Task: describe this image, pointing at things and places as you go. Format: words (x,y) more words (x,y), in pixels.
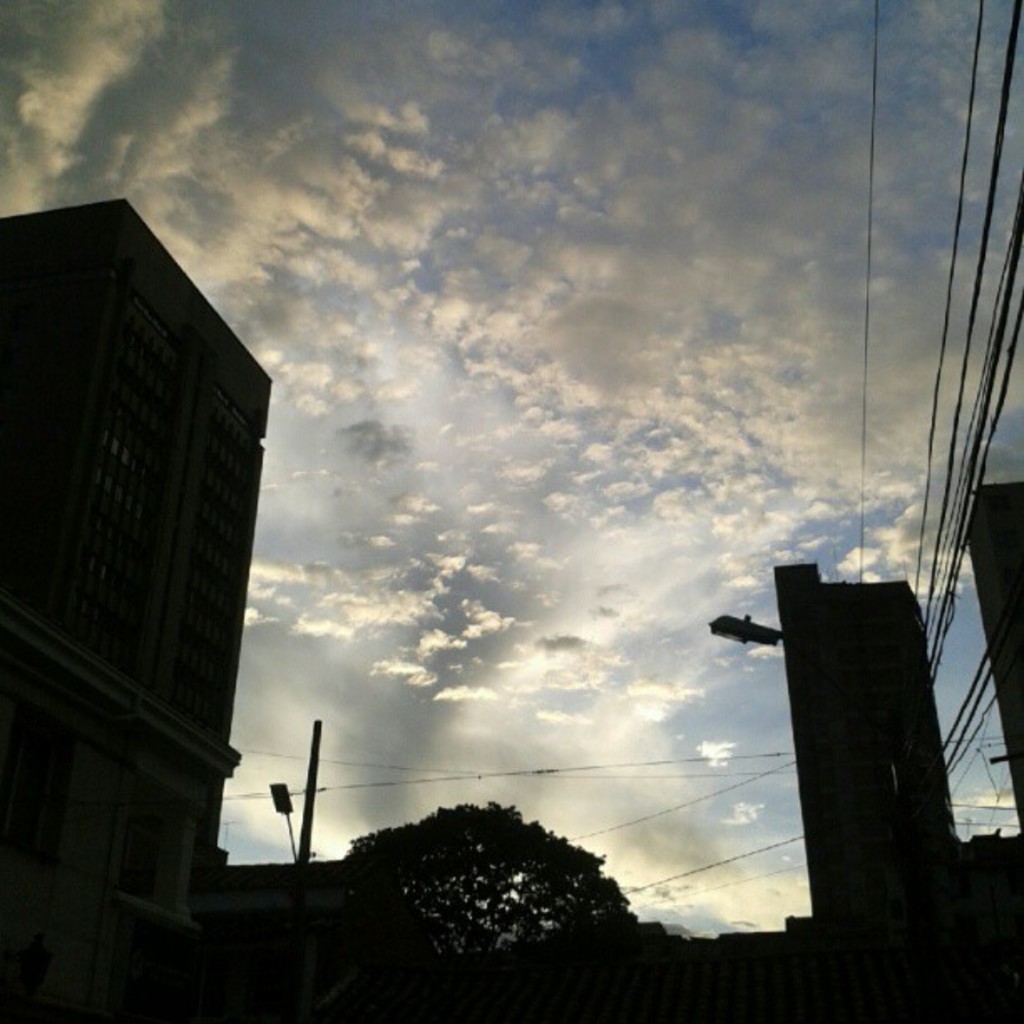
In this picture there are buildings (829,850), trees (474,899), poles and wires (950,586) and the sky (621,571) is cloudy.
